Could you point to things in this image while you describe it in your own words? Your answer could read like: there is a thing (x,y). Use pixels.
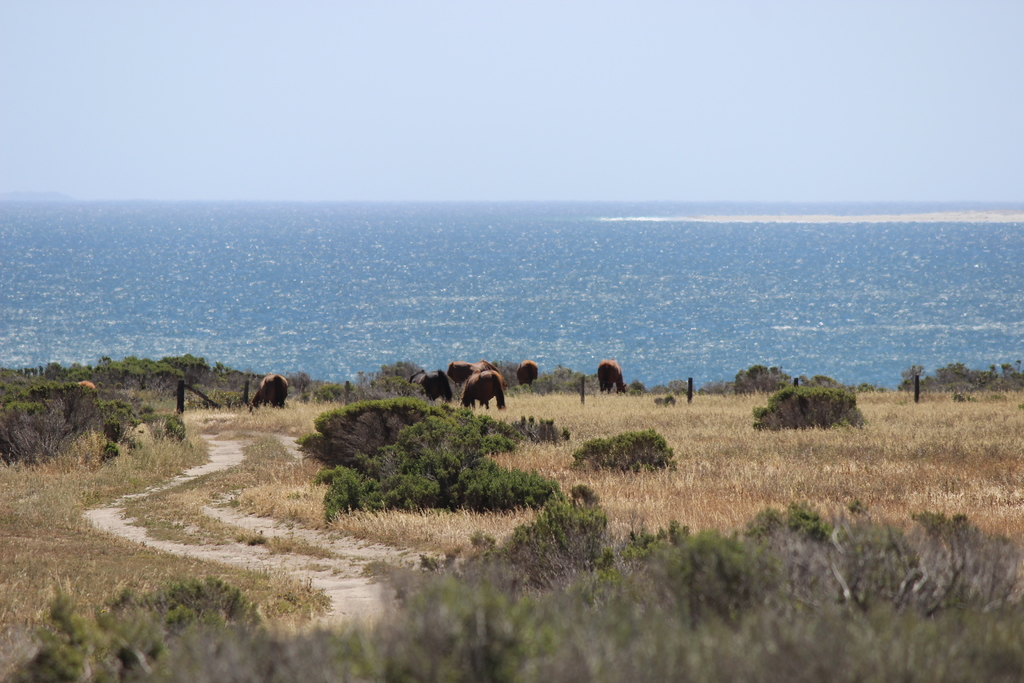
In this image I can see the grass (434,555). I can see the animals (454,382). In the background (538,290), I can see the water (356,244) and the sky (404,107).
